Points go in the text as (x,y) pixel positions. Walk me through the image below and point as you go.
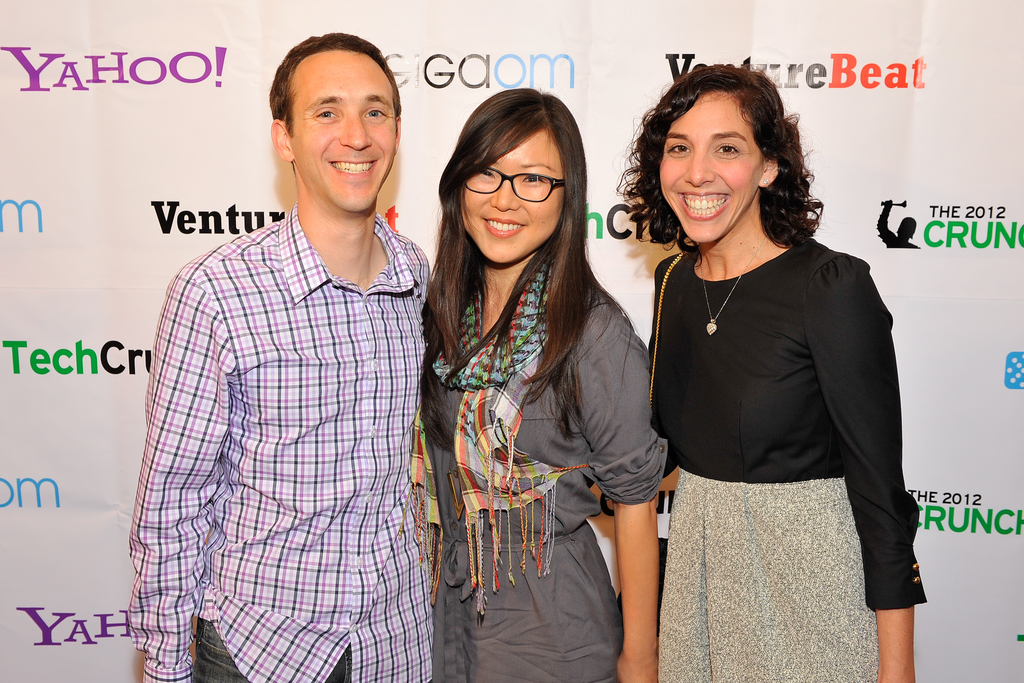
In this picture we can see there are three people (448,404) standing on the floor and the people (473,421) are smiling. Behind the people (379,473) there is a banner (161,57).
